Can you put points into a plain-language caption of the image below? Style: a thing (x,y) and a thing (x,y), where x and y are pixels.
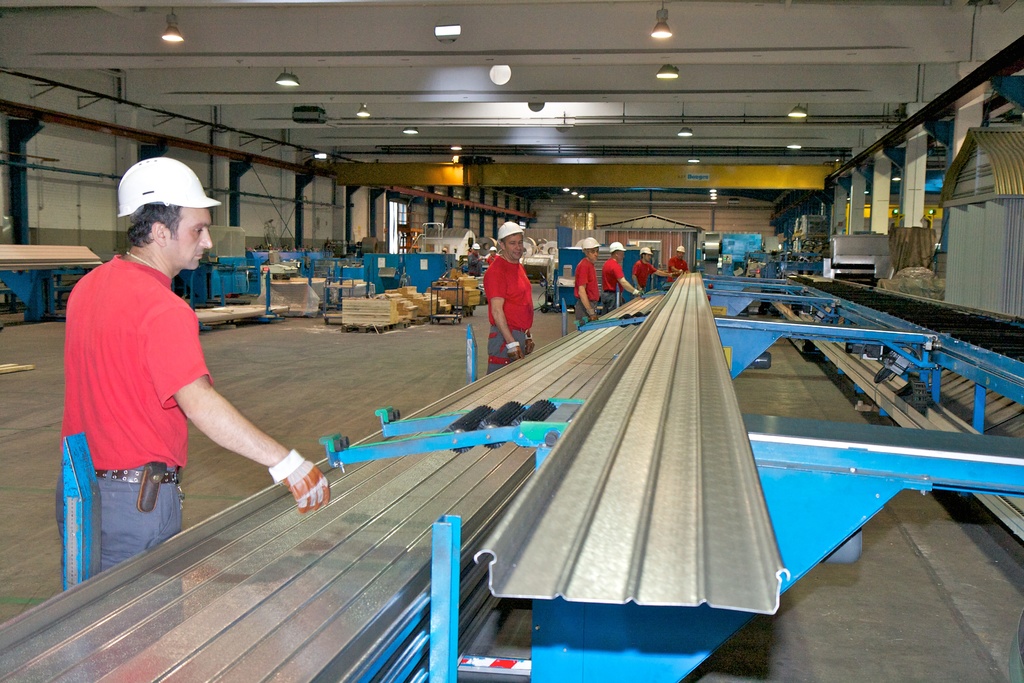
This image consists of machines (409,681) and there are many persons (91,405), wearing red t-shirts (112,313) and caps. At the top (387,65), there is a roof (464,102) along with the lights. At the bottom (213,483), there is a floor (240,461).
